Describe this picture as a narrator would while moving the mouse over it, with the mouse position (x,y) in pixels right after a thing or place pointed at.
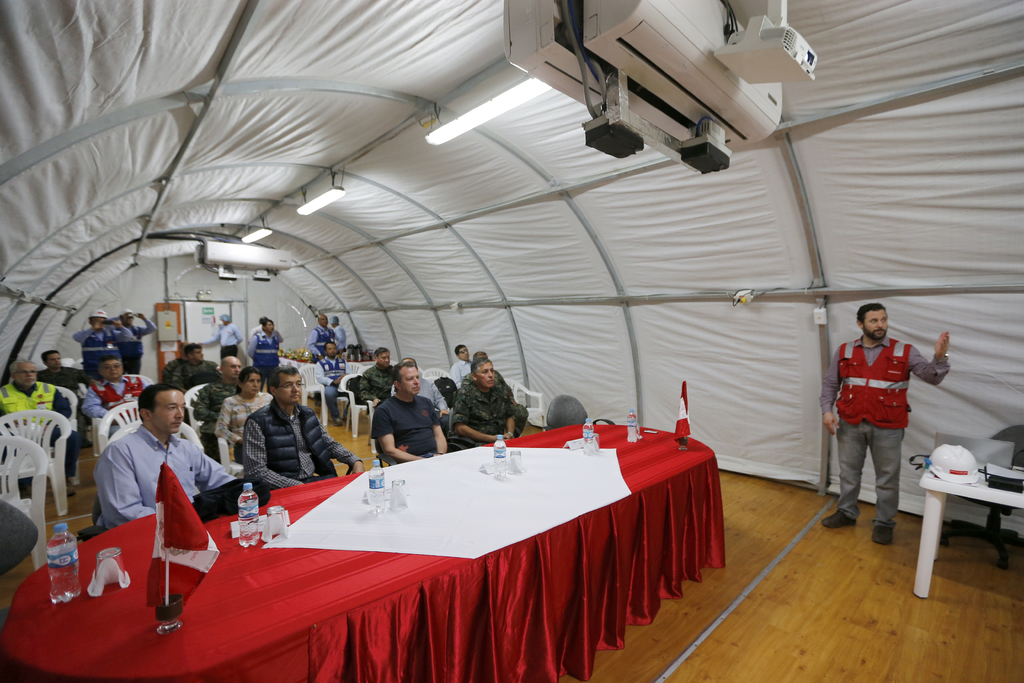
There are bottles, flags (159,525), papers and other objects (201,507) on the table (297,573), which is covered with a red color cloth (248,626), on the floor (755,534). On the right side (847,447), there is a person (868,403) standing and explaining in a table (936,485), on which, there is a helmet (963,462) and other objects (1008,464). Above the table (654,448), there is a projector (736,70). In the background (468,356), there are persons (238,416) sitting on chairs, there are persons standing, there are lights (505,110) attached to the roof (200,222) and there are other objects (167,303).
